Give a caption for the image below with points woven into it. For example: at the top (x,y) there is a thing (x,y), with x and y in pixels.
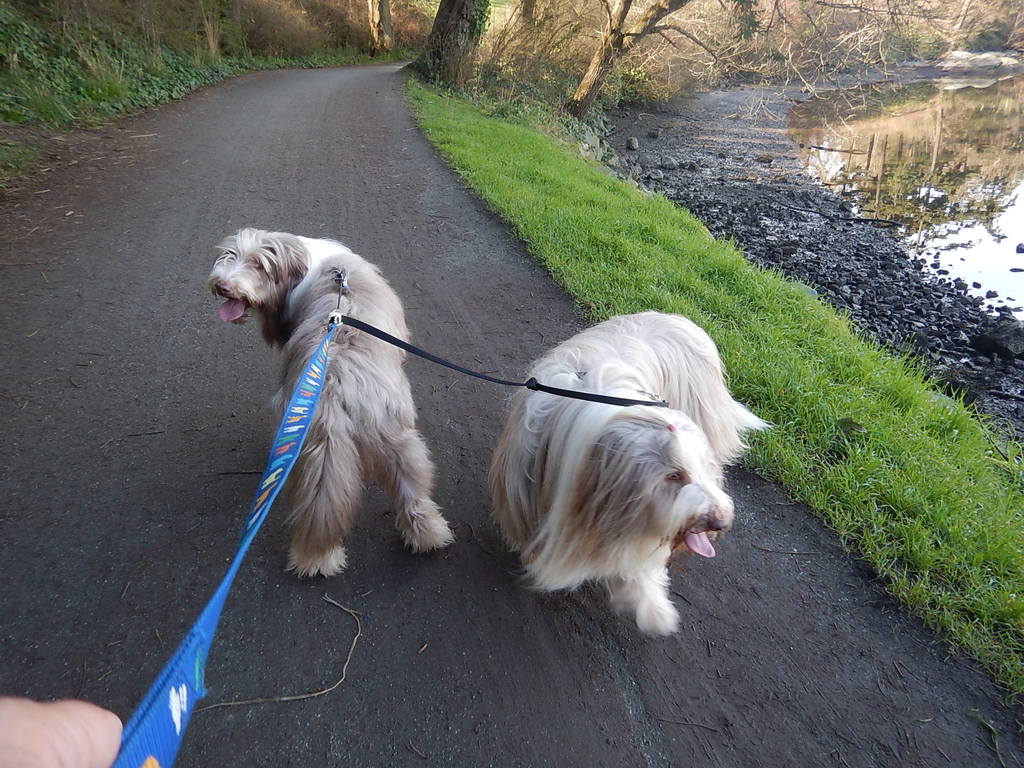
In this image we can see the hand (121,727) of a person (86,706) holding the dogs (318,403) with a leash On a mud road (484,578). We can also see the bark (459,28) of the trees (451,82), grass (741,316), plants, some stones (947,361) and the water (942,168).
